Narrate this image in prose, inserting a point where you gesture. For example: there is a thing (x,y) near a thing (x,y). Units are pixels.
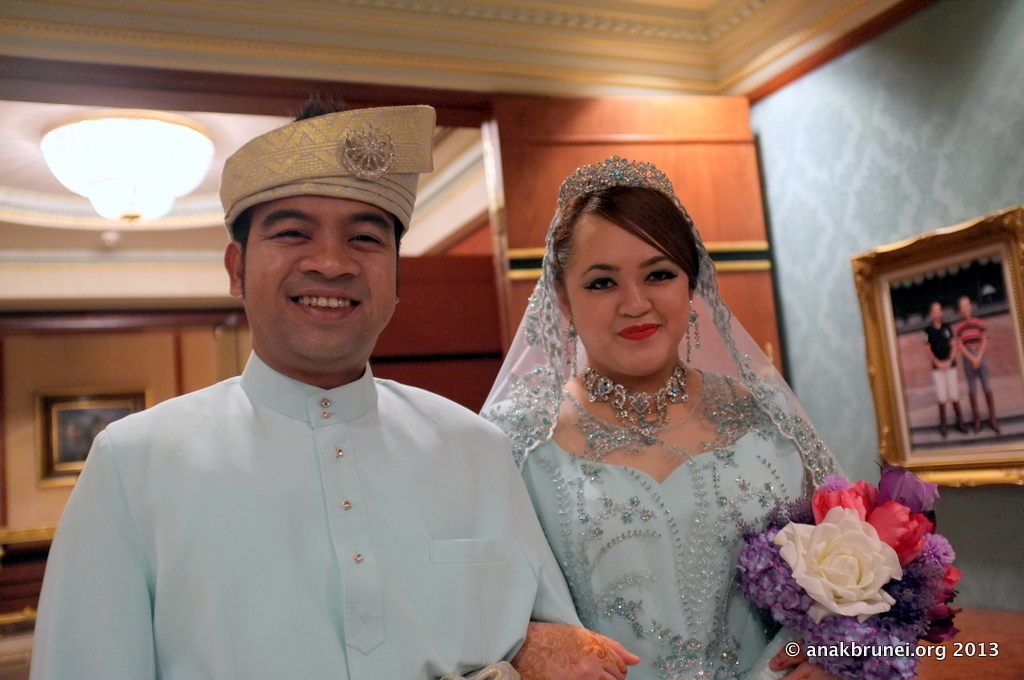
In the picture there is a wedding couple (613,477), both of them are wearing light green dress (516,496) and the bride (684,460) is holding a bunch of flowers (795,614) in her hand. Behind the couple (491,493), in the left side there is a photo frame (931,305) attached to the wall (916,192).
